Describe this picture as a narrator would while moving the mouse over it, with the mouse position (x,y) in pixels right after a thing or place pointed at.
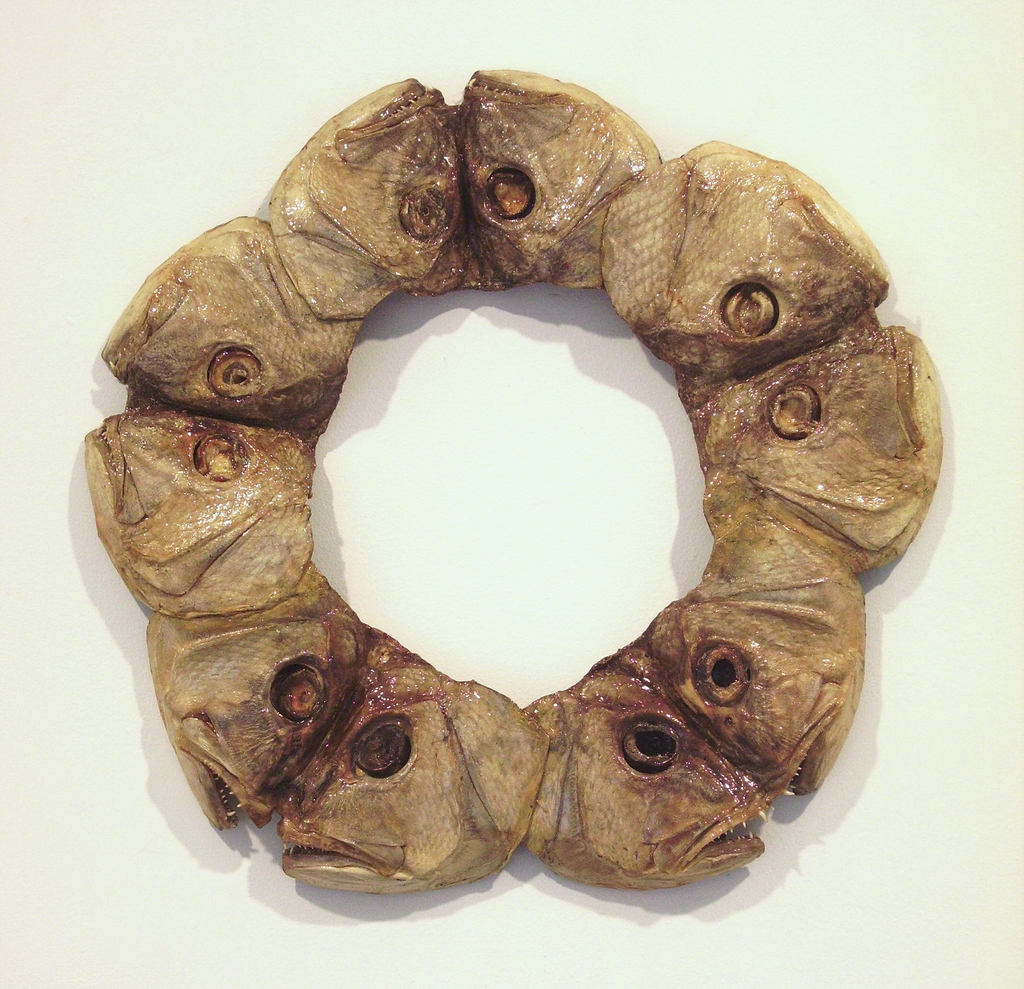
This image consists of fish heads (202,529). It looks like they are roasted. They are in brown color.
